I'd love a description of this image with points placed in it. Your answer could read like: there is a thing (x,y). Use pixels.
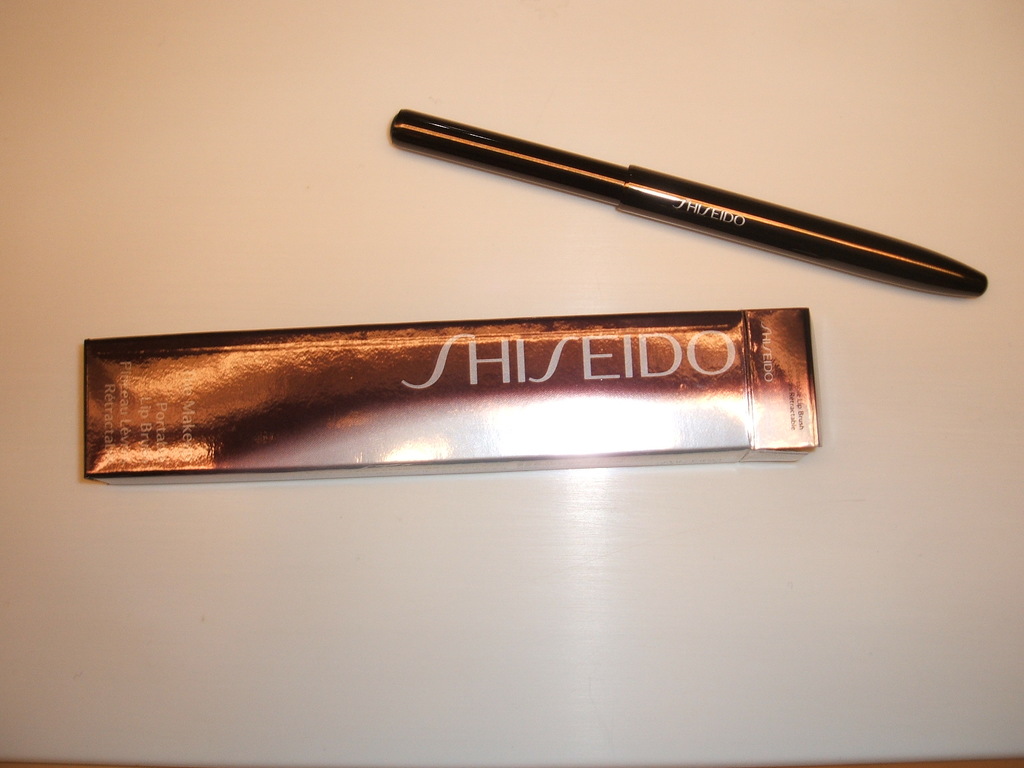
In the center of this picture (386,461) we can see a packet (637,403) with the text (672,359) on it and there is an object (509,165) which seems to be the eyeliner (788,242). In the background (646,62) we can see a table like thing (602,251).
